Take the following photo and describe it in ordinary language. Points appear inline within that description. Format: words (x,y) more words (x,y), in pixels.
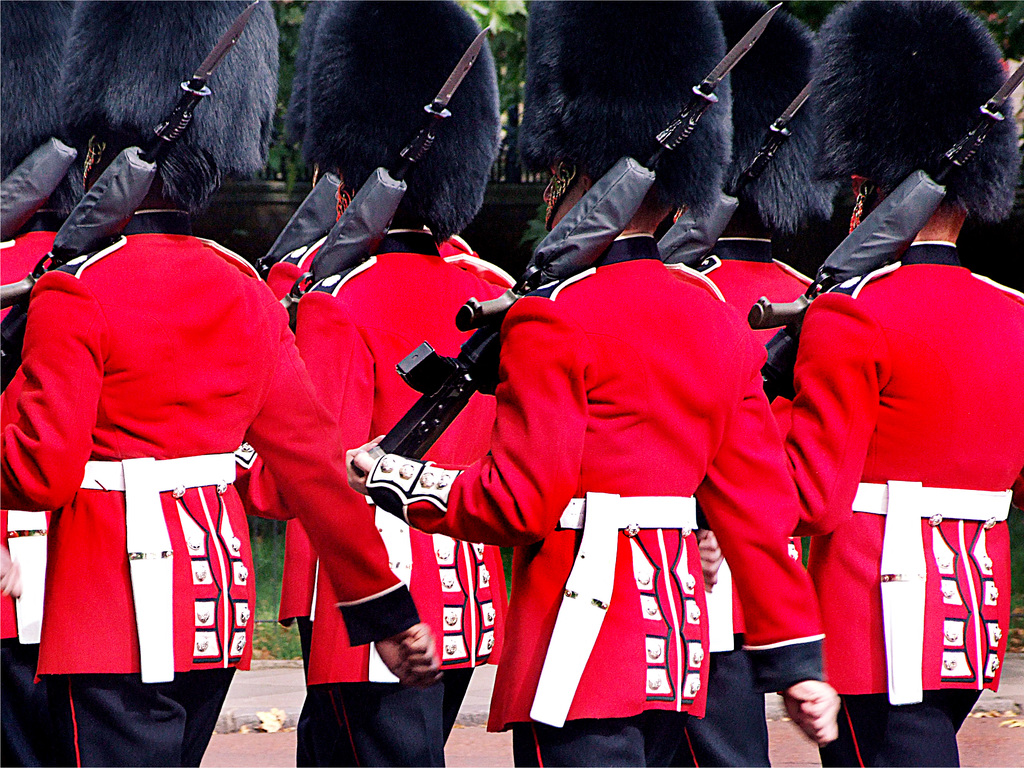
In this image we can see a group of people (810,468) marching holding the guns (597,246). On the backside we can see a wall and some trees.
